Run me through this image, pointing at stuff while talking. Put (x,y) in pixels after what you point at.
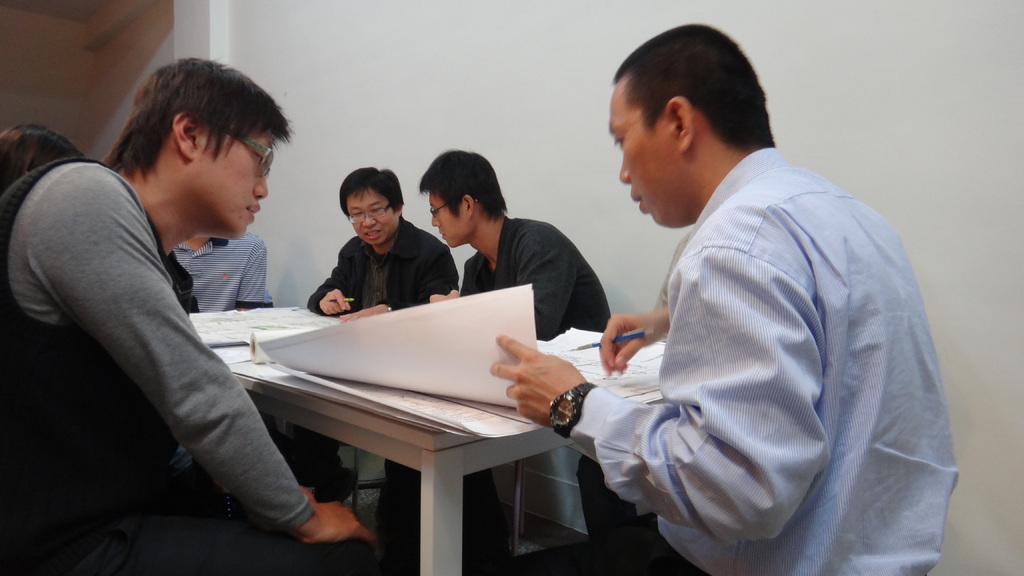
In this image In the middle (382,342) there is a table (452,471) on that there are many chart (452,370), around that there are some people (404,284) sitting. On the right (793,328) there is a man (793,328) he wear shirt (745,342) and watch (568,410) he is holding a pen (595,347). On the left (103,309) there is a man (105,358) he is staring at chart (392,320). In the background (291,263) there is a wall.
